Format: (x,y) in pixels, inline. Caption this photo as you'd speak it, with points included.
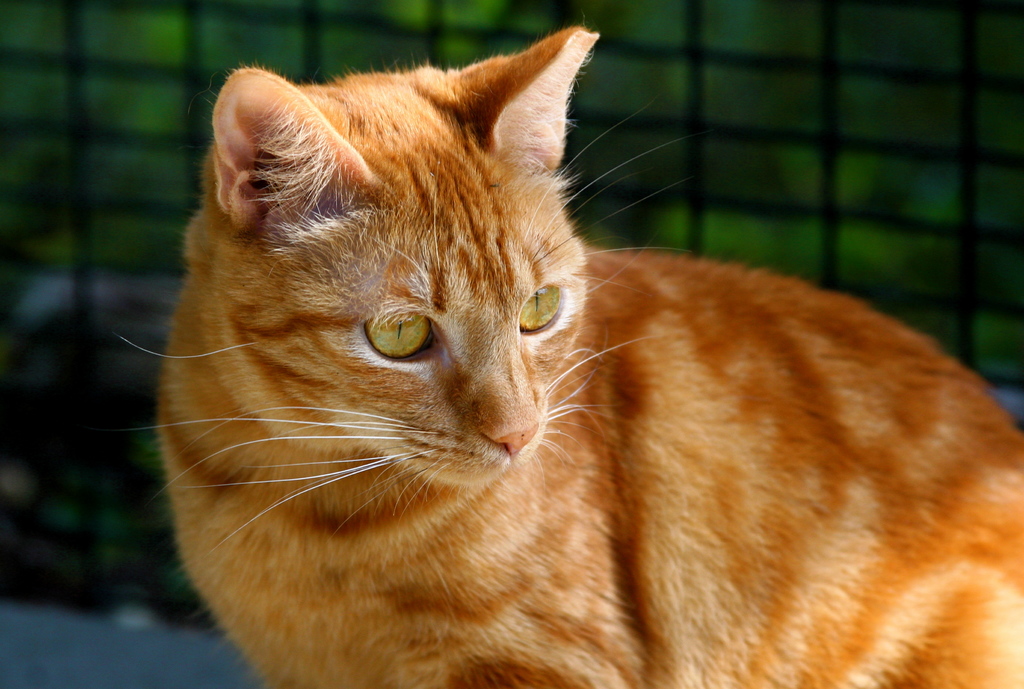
In this image I can see a cream and brown colour cat (322,487). I can also see this image is little bit blurry from background (661,59).
